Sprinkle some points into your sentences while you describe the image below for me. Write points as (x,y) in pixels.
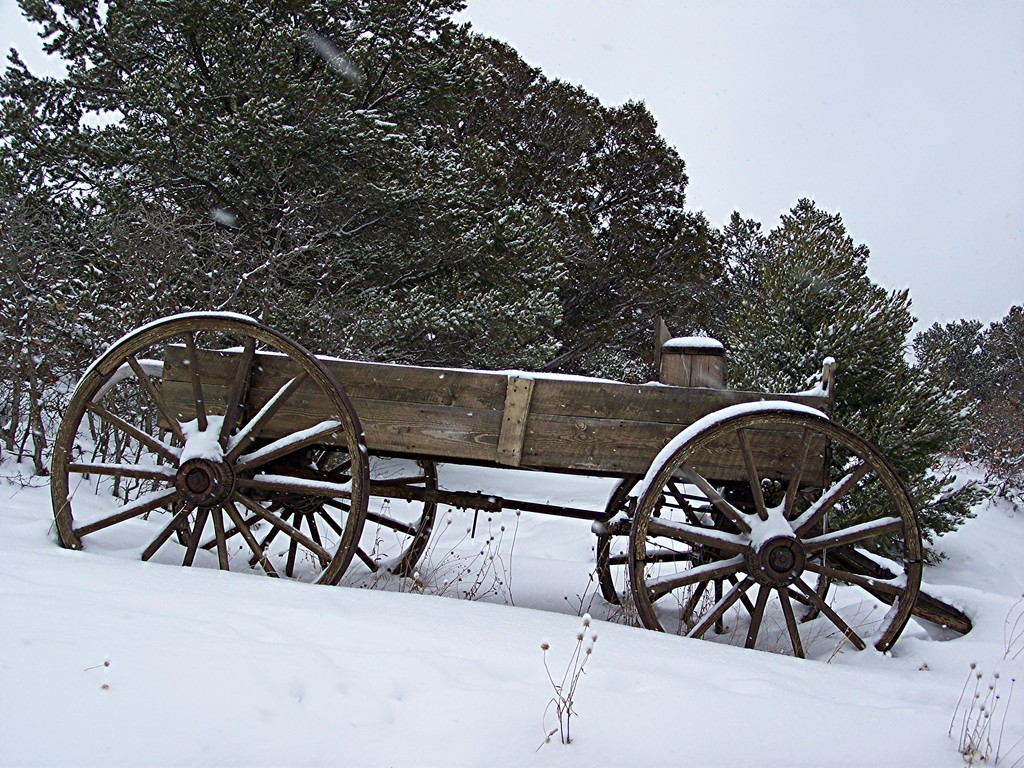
In this image there is a cart (79,546) on the snow (466,663). Background (170,144) there are few plants (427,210) and trees (172,188). Top of the image (745,144) there is sky (832,164).
